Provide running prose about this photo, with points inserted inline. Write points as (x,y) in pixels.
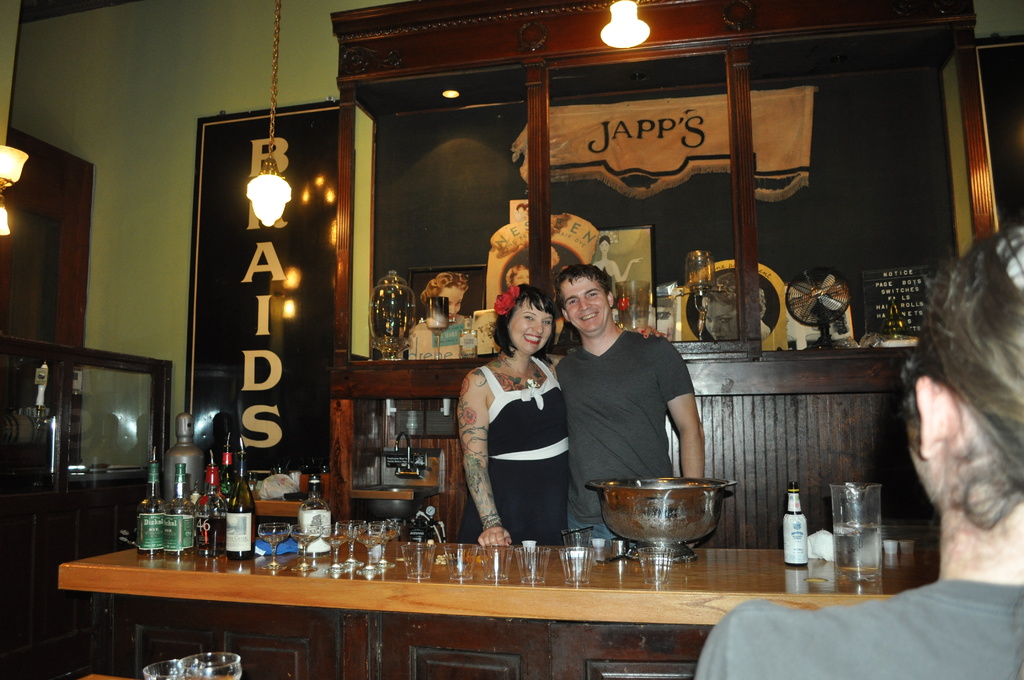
In this picture there is a man (583,381) and a woman (538,443) is standing. There are few bottles (199,508), glasses (309,536), dish (635,521) on the table (728,557). There is a person (969,461). There is a light (283,185). There is a photo (633,251) and few other objects (819,278) at the background (459,311).
